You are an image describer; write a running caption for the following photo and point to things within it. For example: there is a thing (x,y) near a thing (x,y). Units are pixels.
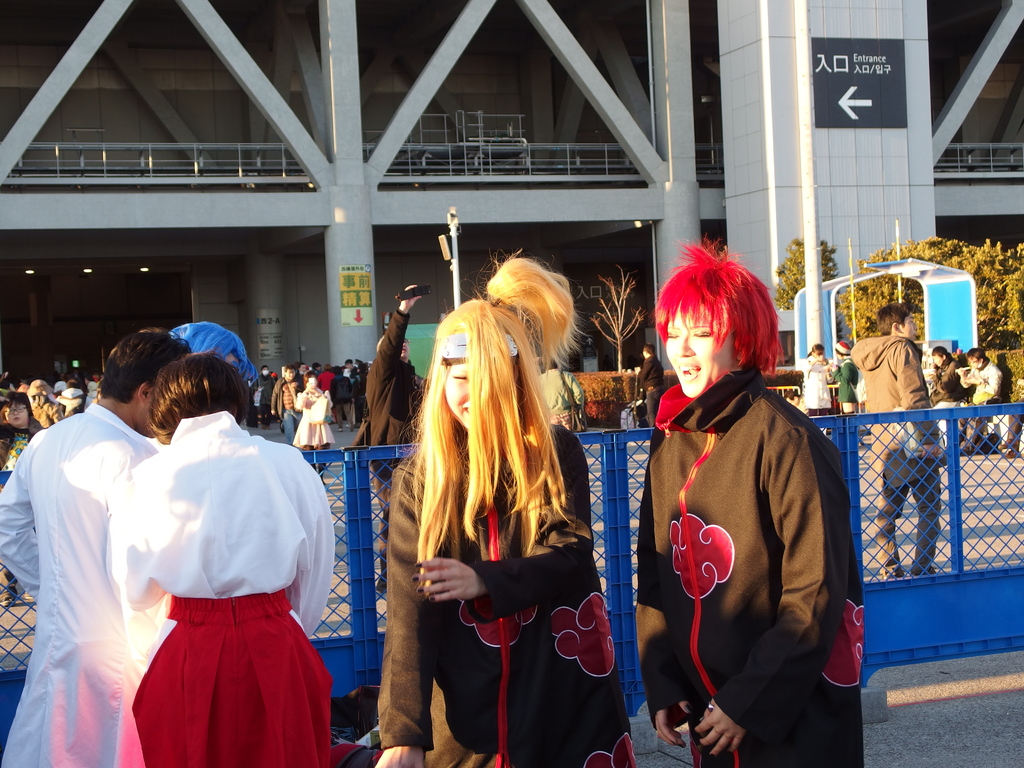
This image is clicked on the road (952,726). There are many people (408,369) standing on the road (966,717). In the foreground (464,615) there are women (562,556) standing. They are smiling. Behind them there is a railing (608,494). Behind the railing (347,489) there are many people (389,344) standing. In the background (455,76) there is a building (730,145). There is a board (864,66) with text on the building (849,17). To the right (947,257) there are plants (965,267) in front of the building (817,130).
